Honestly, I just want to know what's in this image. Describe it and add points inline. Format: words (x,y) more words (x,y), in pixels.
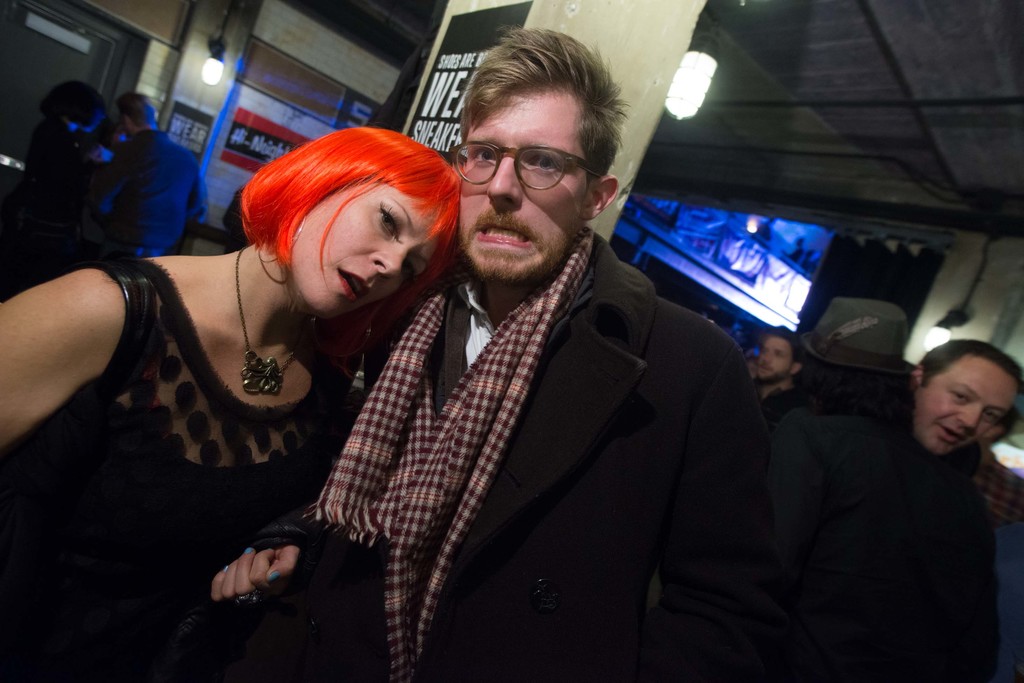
In this picture we can see a group of people (291,354) standing and a man (562,484) wore a spectacle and a person (788,446) wore a cap (871,357) and in the background (219,67) we can see the lights (219,67), posters (450,72) and some objects (654,245).
